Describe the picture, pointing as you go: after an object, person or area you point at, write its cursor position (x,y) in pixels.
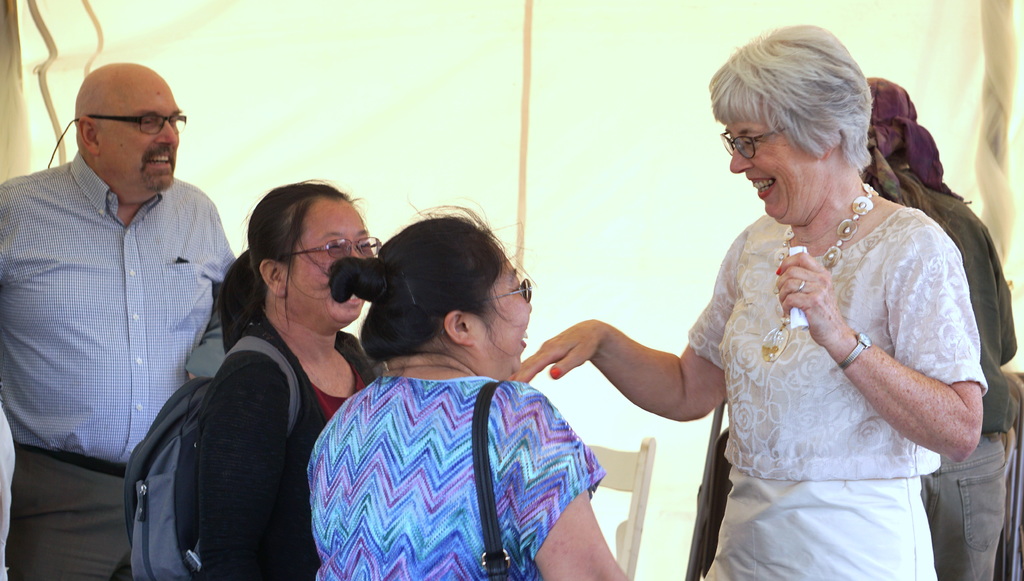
In this picture we can see a group of people (144,376). Behind the people (422,525), there is a chair (634,521) and an object (476,97).
